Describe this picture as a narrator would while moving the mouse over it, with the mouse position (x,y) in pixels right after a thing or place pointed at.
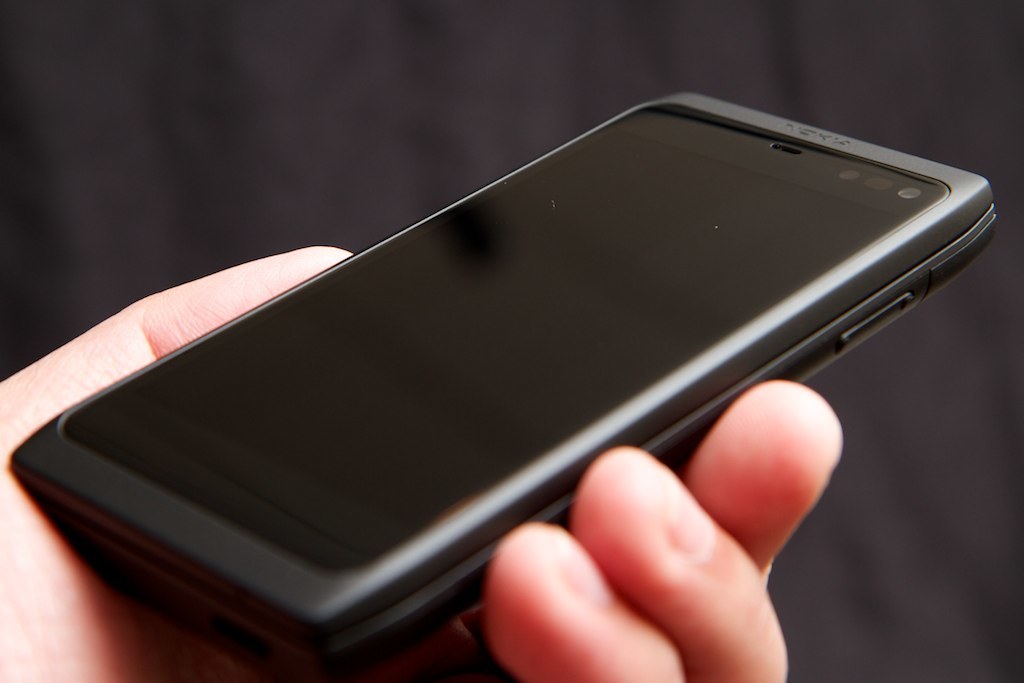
In this picture I can observe a mobile (443,340) in the hand (165,346) of a human (761,496). The background (148,106) is dark.
